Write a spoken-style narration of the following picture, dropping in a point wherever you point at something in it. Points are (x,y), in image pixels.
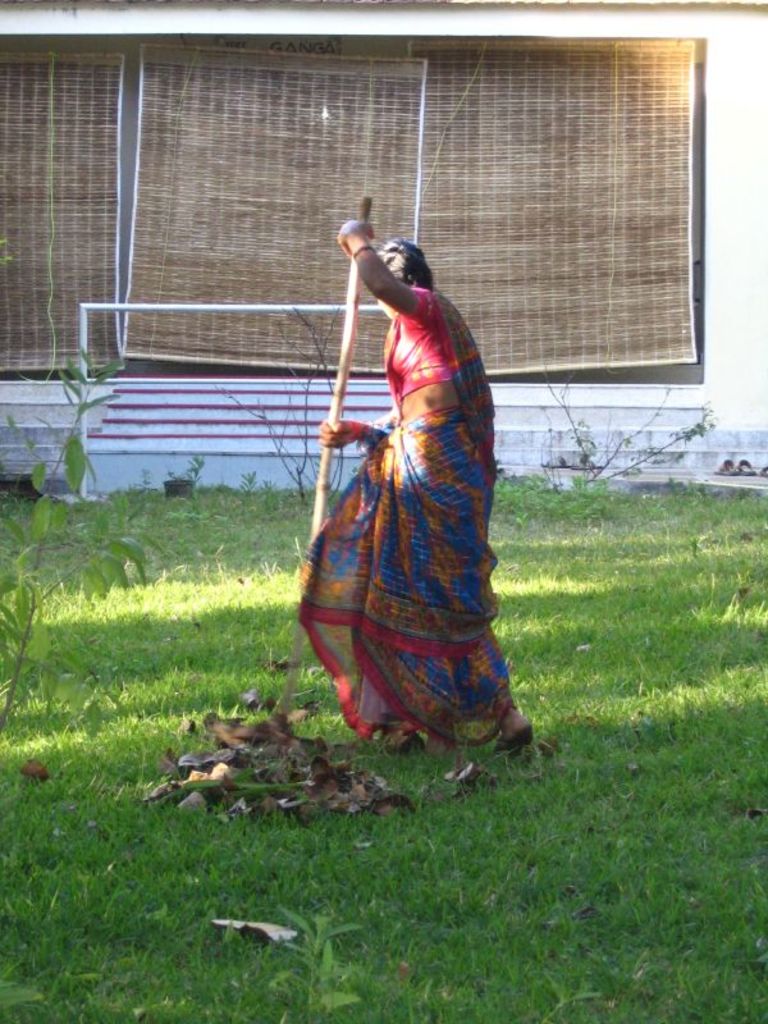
In this picture we can see a woman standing on the ground (581,659), she is holding a broomstick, here we can see plants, grass (598,622), flip flops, steps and some objects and in the background (735,295) we can see a wall (704,15), curtains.
